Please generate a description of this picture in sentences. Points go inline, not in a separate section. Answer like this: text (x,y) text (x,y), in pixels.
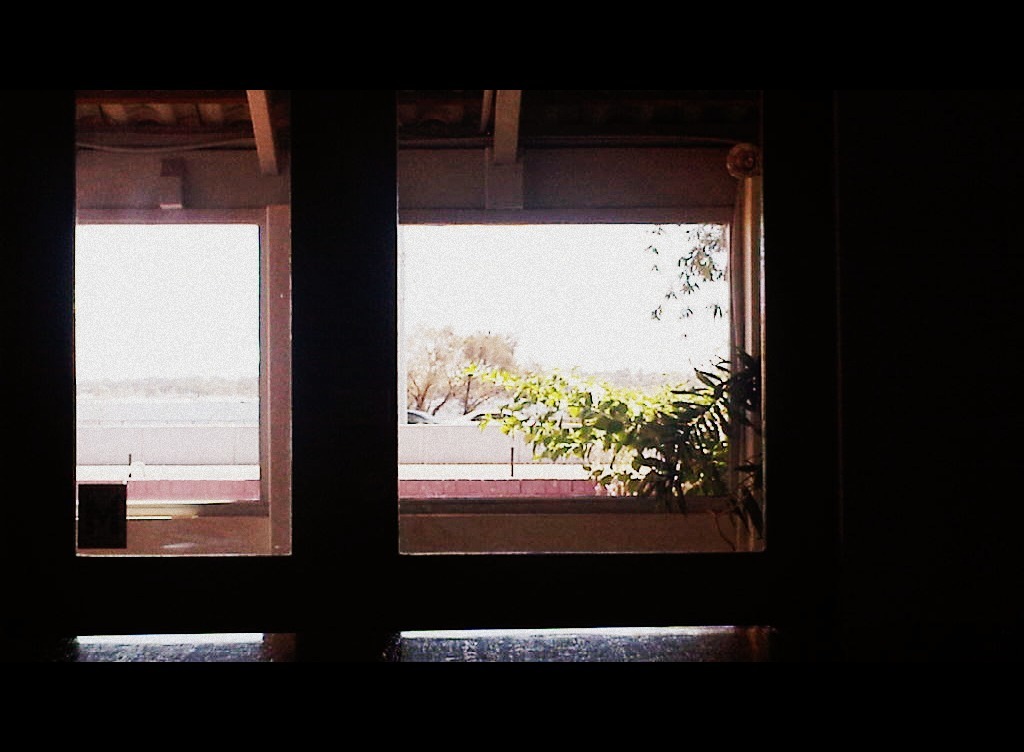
This image is taken indoors. In this image there is a wall (862,341) with a window (324,519) and through the window (535,408) we can see there are few trees (611,440) and there is the sky (230,279).
